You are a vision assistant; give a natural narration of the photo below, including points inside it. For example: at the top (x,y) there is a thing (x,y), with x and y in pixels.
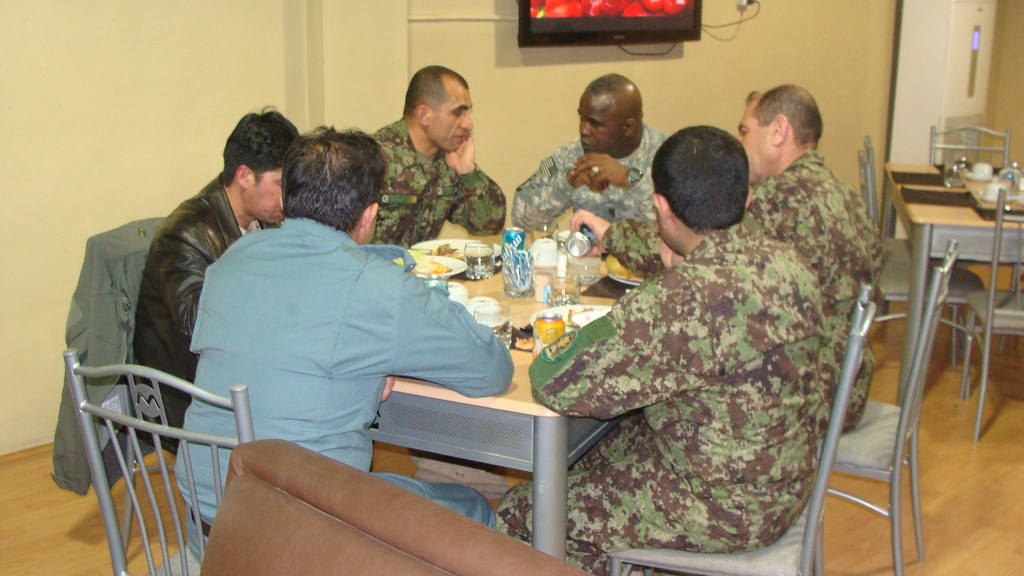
In the center of the picture (381,193) there are people (339,147) sitting in chairs (207,395), around a table (424,401). On the table (500,284) there are plates (463,258), glasses (477,279), cups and other food items (445,251). On the right (925,234) there are chairs (1008,295) and table (968,192), on the table (952,215) there are cups (974,175) and glasses (957,183). In the center of the background (552,34) there is a television (613,32). At the bottom (307,528) there is a couch (329,543).
